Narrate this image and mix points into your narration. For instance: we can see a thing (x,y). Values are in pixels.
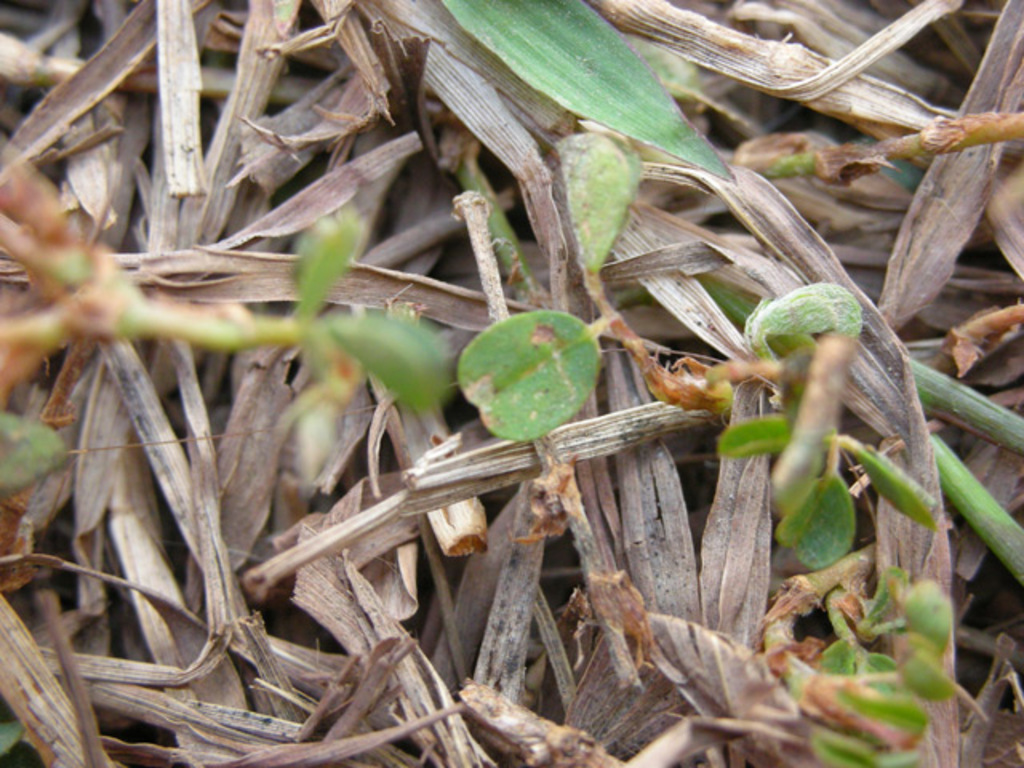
In this image there are leaves (534,386) and dry grass (232,485).
